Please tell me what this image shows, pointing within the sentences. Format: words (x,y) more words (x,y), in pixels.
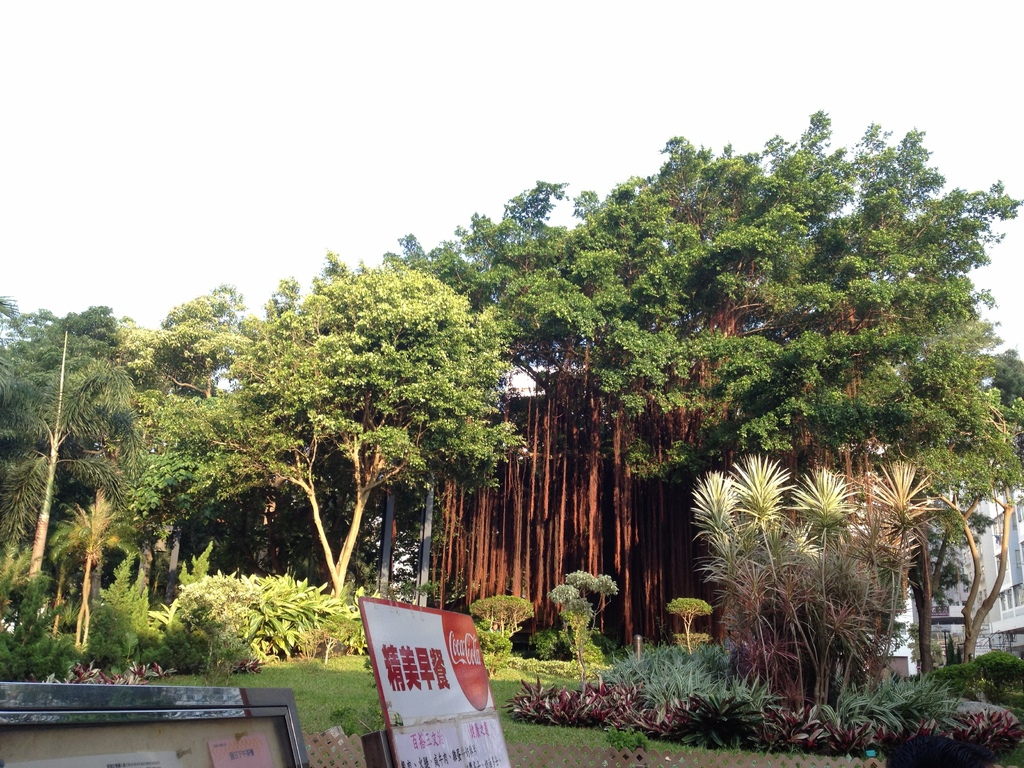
In this picture there are trees (1005,391) and there is a building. In the foreground (55,728) there are boards (293,701) and there is text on the boards (392,641) and there are plants (670,653) and there is a fence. At the top (275,91) there is sky (378,95). At the bottom (322,699) there is grass (319,698).
